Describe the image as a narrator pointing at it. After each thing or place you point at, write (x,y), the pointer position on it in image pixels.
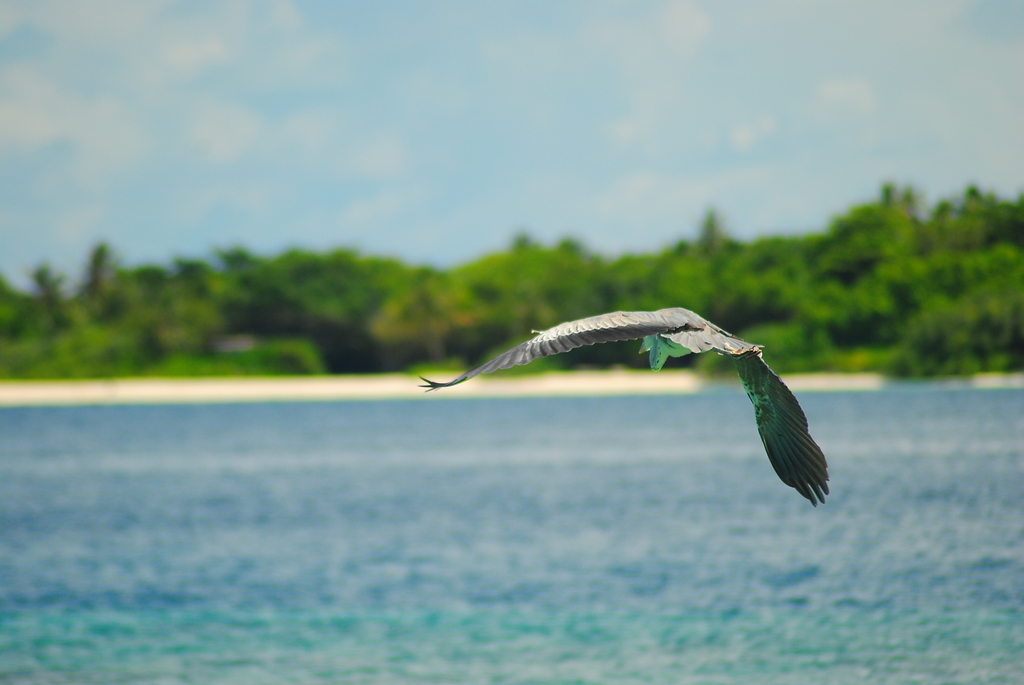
In this image, we can see a bird (619,315). We can see some water (274,496) and trees (973,259). We can see the sky (175,195).
